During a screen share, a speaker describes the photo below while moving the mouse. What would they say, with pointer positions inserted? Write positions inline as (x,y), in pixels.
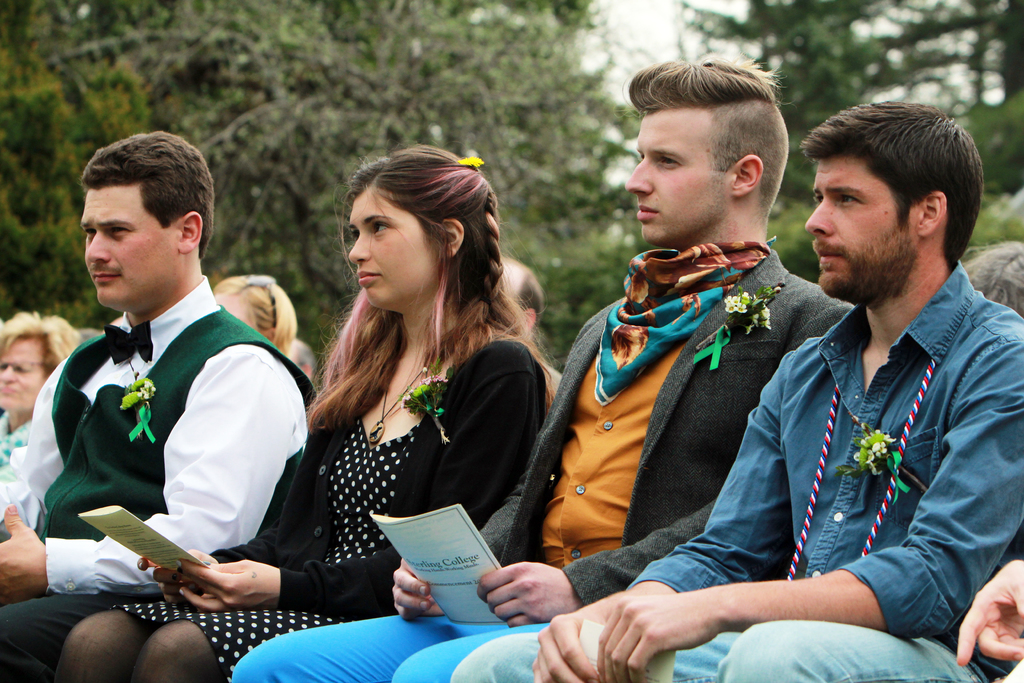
These people (224,342) are sitting and holding papers (121,539). Background (605,102) it is blurry and we can see trees (538,106).
